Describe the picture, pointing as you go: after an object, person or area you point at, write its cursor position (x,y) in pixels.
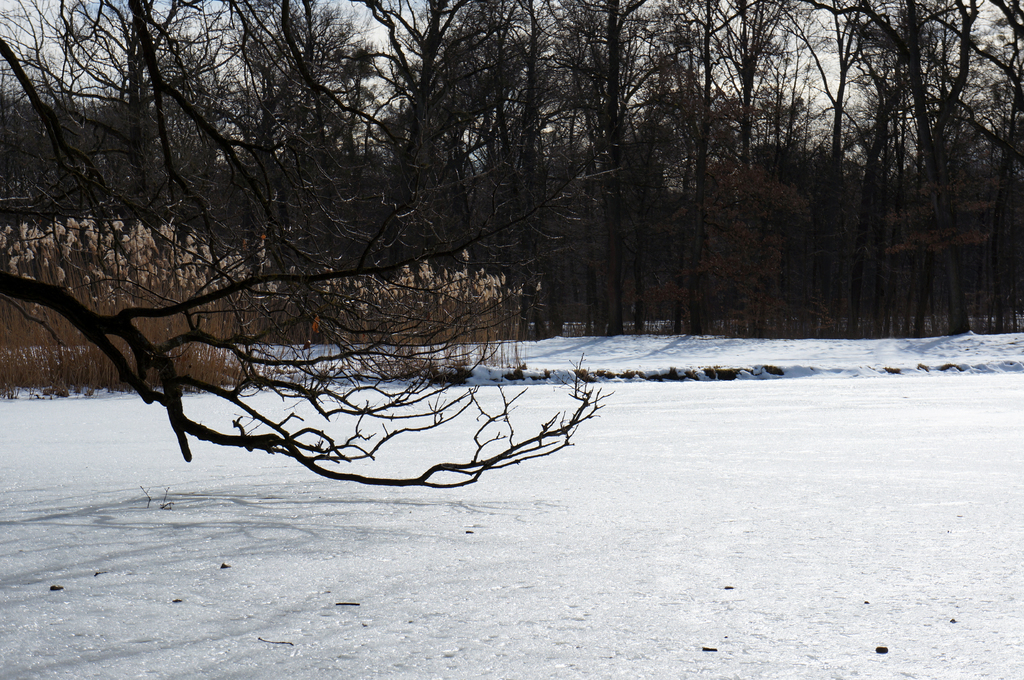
In this picture, we can see the ground (620,498) with snow (566,494), and we can see plants (176,283), trees (190,305), and the sky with clouds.
